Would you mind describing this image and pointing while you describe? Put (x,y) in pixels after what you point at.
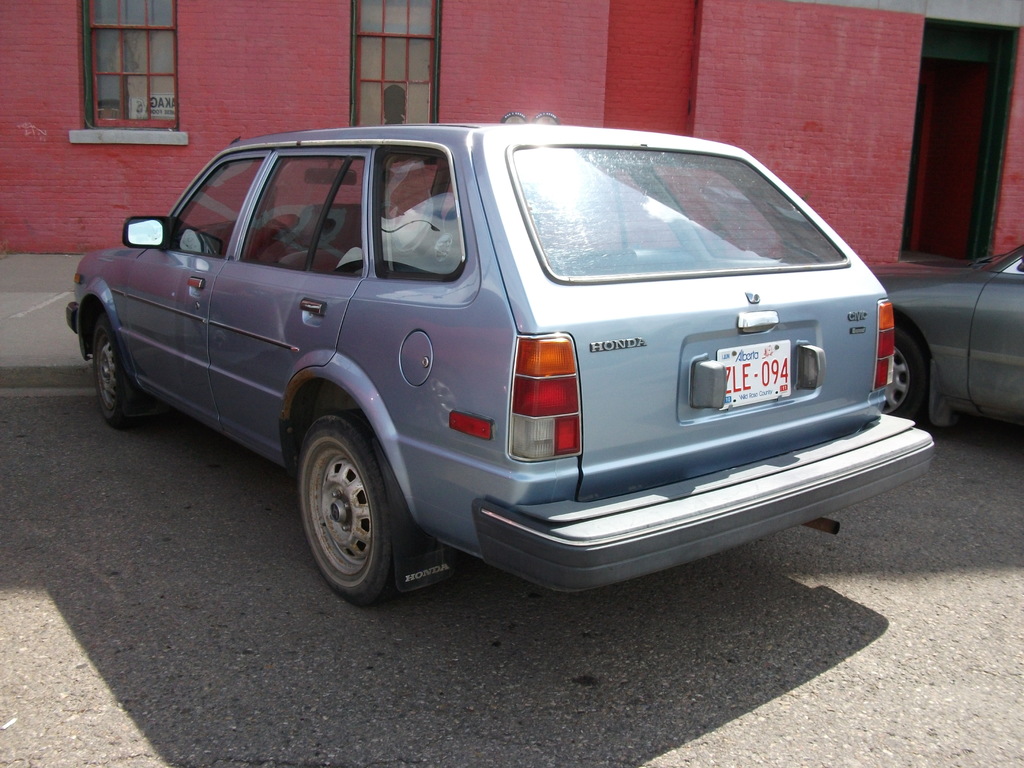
In this image we can see there is a building (623,69), windows (429,79) and door (925,149). And there are vehicles (366,372) on the road (478,668).
